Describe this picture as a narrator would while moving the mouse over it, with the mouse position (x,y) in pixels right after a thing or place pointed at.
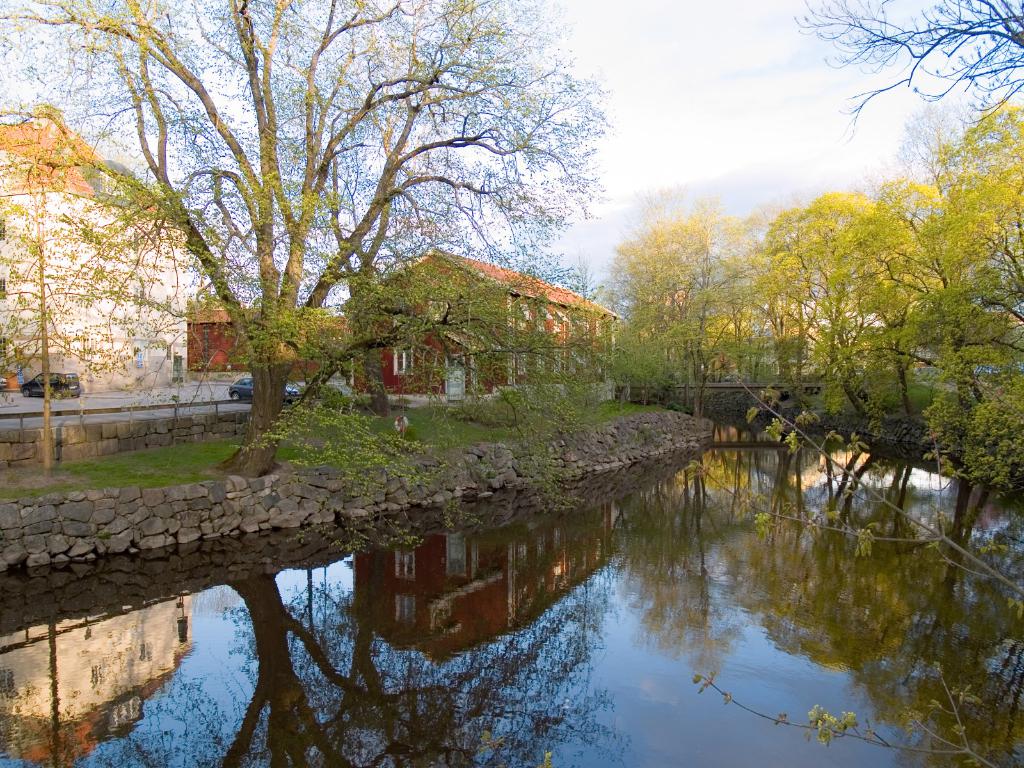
At the bottom of the image (822,559) there is water (243,578). Behind the water (58,567) to the left side (56,516) there are few stones (71,517). Behind the stones (315,466) there is a ground (197,445) with grass (207,464) and trees (949,287). In the background (398,387) there are few houses (390,376) with walls (406,378) and roofs (222,319). And also there are cars (58,380) on the road (160,402). And to the top of the image (620,136) there is a sky (551,168) in the background (178,167).
